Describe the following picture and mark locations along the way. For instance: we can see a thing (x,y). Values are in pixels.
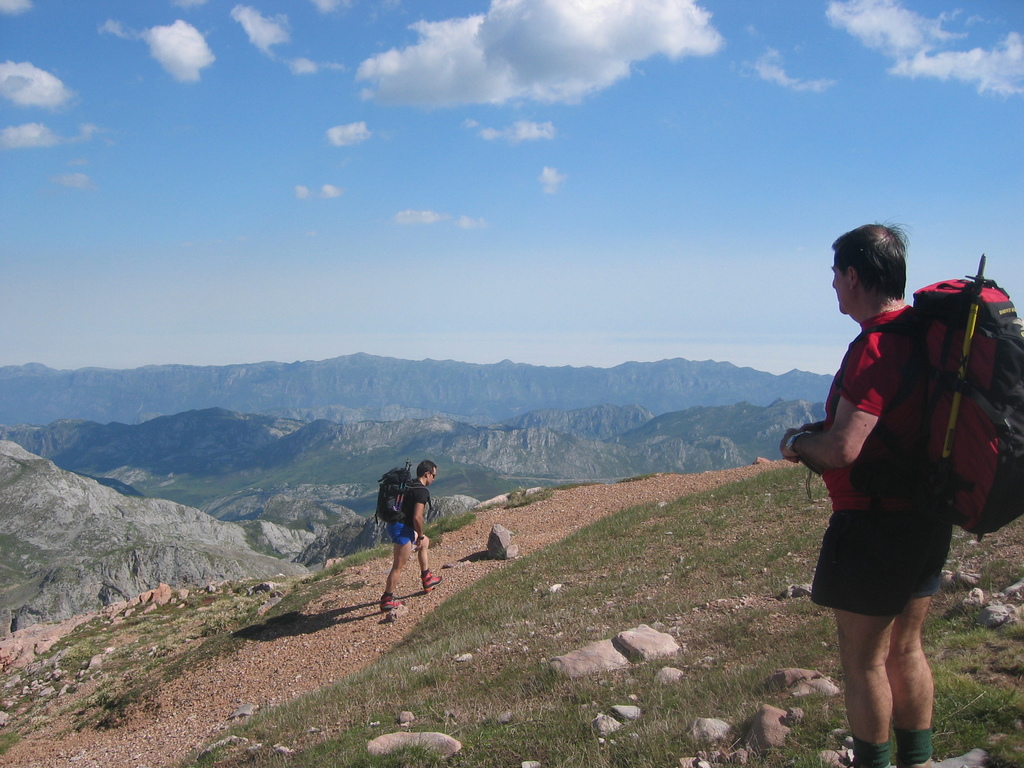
In this picture we can see two persons (910,762) here. Both are wearing their backpacks (999,350). And in the background (118,450) there is a mountain (601,410). This is the sky (699,169) with clouds (557,32). And these are the stones (625,657). And this is grass (728,555).
